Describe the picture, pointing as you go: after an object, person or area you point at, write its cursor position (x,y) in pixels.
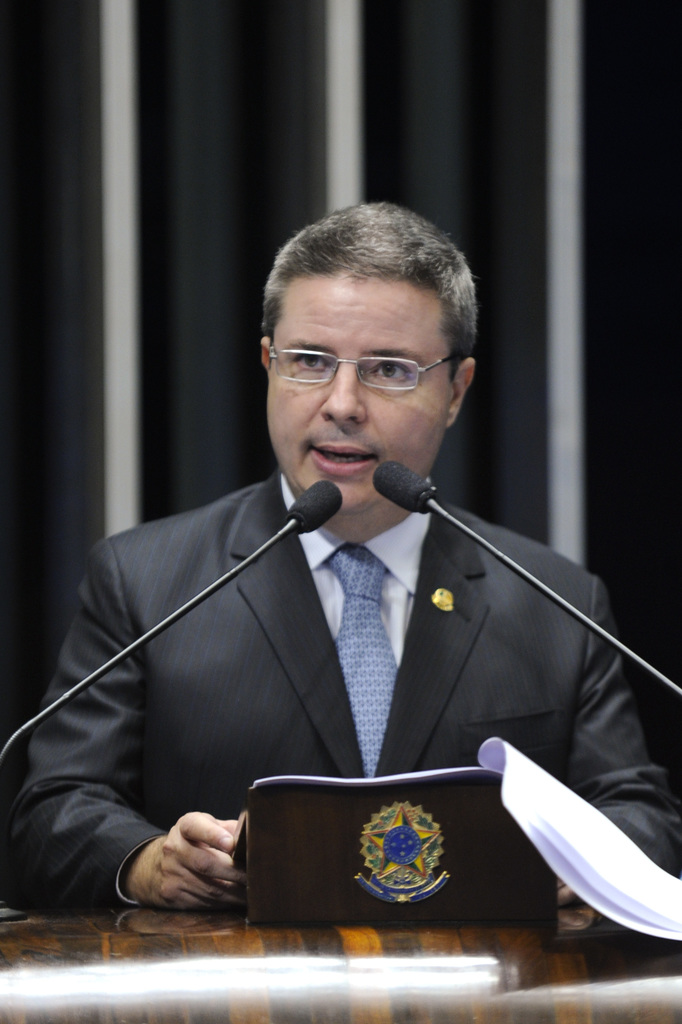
This image is taken indoors. In the background (272,198) there is a wall (61,294). At the bottom of the image (254,942) there is a podium (272,974) with two mics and papers (597,876) on it. In the middle of the image (422,582) a man (244,789) is standing and he is holding a book (516,797) in his hands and he is talking.
